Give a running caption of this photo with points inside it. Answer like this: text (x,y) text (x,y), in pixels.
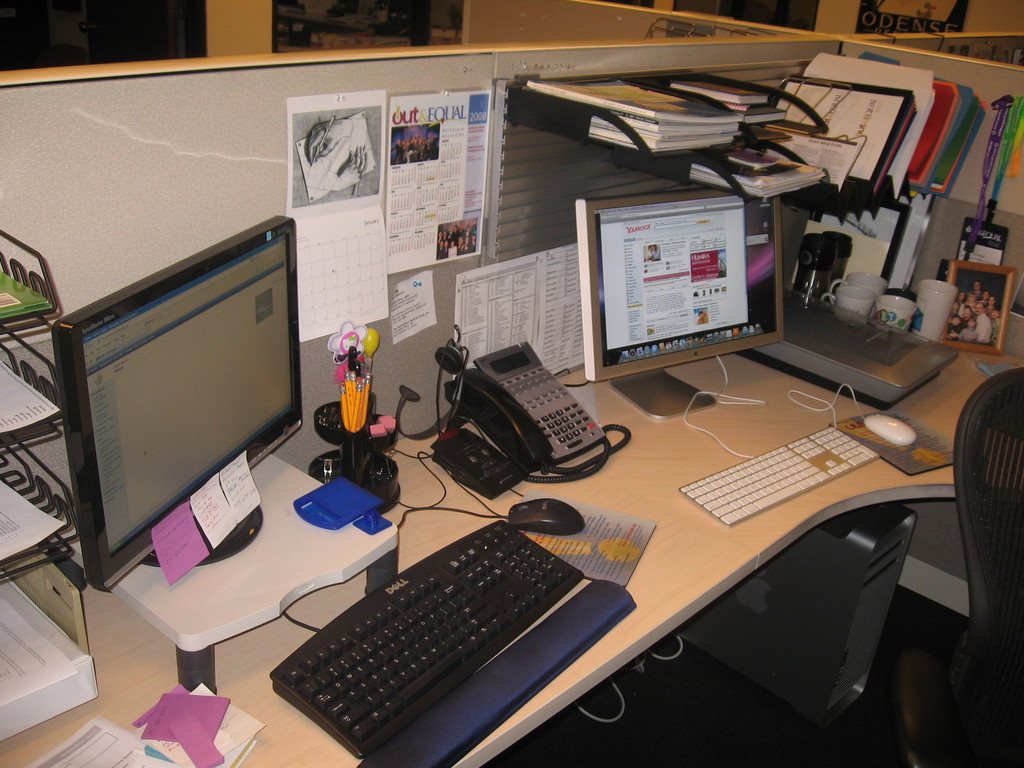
In the middle (642,471) there is a table (642,502) on that there is a system (644,291), telephone (541,395), mouse (546,503), keyboard (468,612), cups (901,301), photo frame (975,318), books (764,165) and paper (164,725). I think this is a office (475,191).
